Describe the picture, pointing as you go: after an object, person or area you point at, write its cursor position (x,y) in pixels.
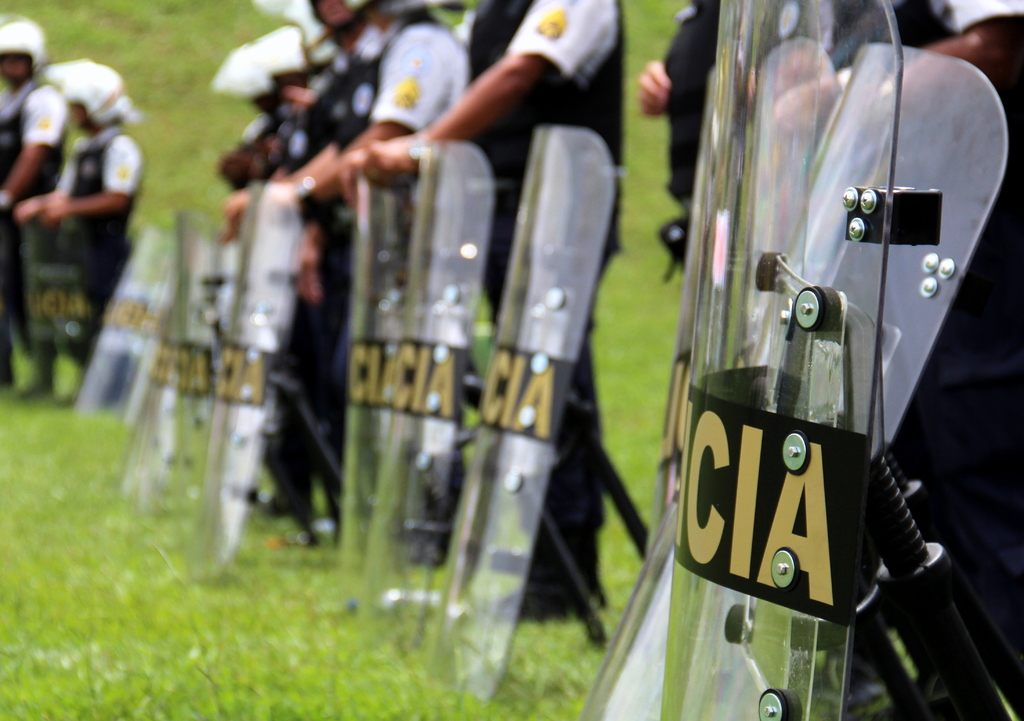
The picture consists of soldiers (942,491) holding shields (559,276). In this picture there is grass (88,656) also.
